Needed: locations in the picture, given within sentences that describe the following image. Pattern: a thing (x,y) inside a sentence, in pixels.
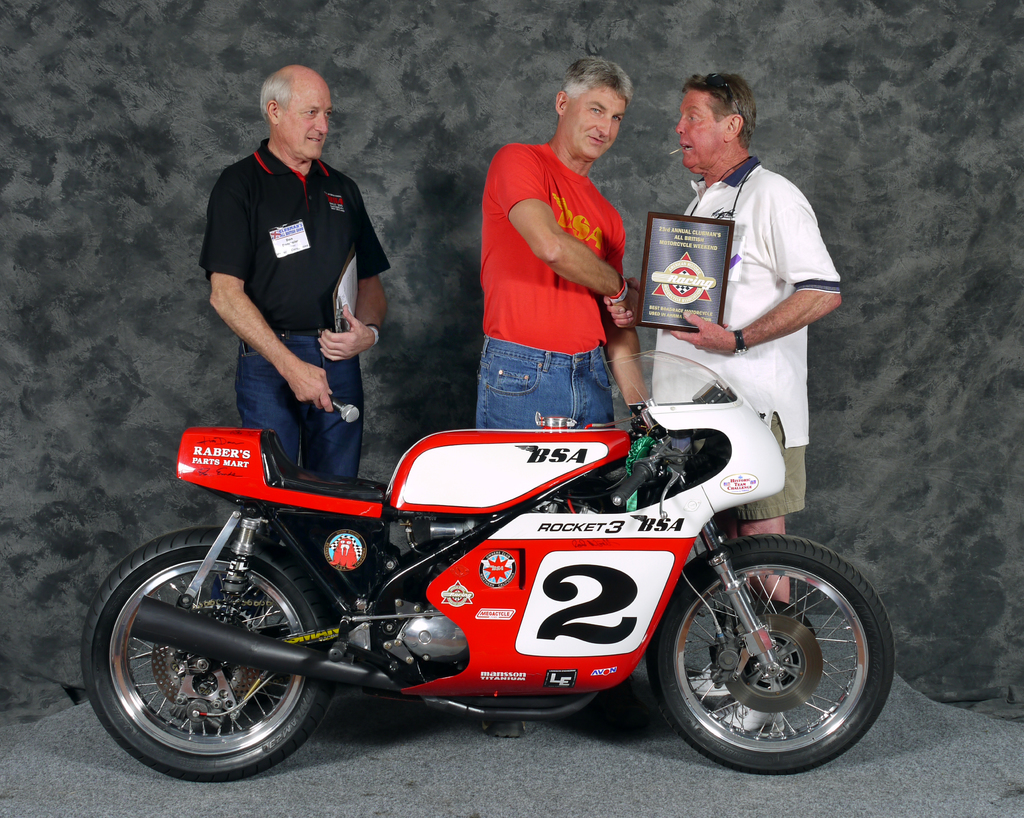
In this image I can see the vehicle (519,628). I can see three people (613,354) standing and one person (369,285) is holding the mic (336,400) and an another person (730,192) is holding the frame (672,214). Background (858,21) is in black and grey color.
